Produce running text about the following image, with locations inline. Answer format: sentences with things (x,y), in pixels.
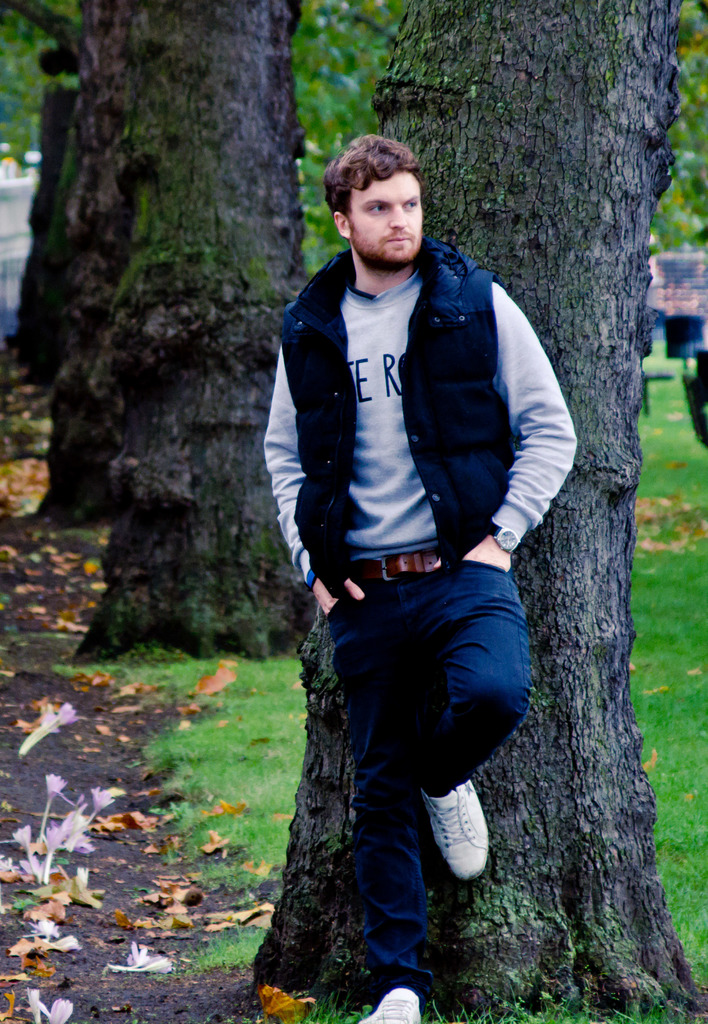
In this picture we can see a man (488,487) standing in the front (457,580), in the background (481,170) there are some trees (507,177), we can see grass (639,647) and leaves (62,578) at the bottom (244,709), this person (399,599) wore a watch (510,540), a belt (392,569) and shoes (461,800).
